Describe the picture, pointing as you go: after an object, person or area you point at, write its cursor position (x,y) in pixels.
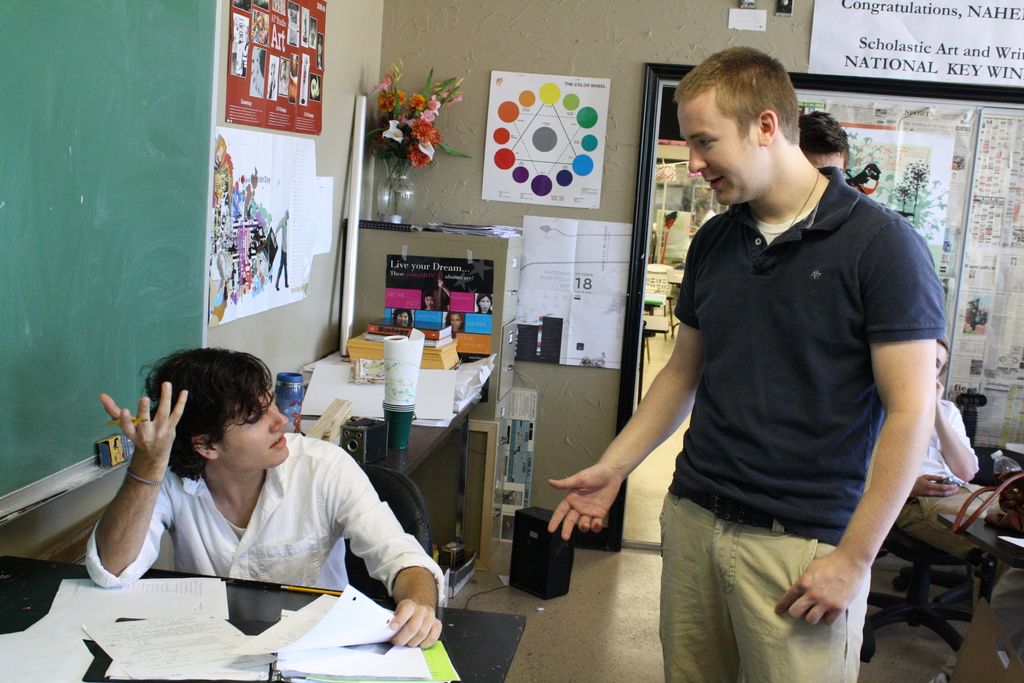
On the left (264,575) there is a person (278,513) sitting on the chair (396,496), in front of him there is a table (261,627), on the table (159,654) there are papers (180,662) and there are board (153,187), posters (239,200), table (385,370), papers (333,366), flower vase (396,126) and many other objects (363,138). At the center of the picture (619,349) there are people (798,237), door (637,340), chairs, posters (883,163) and other objects (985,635). On the right (1007,540), there are table (995,536), bottle (1002,469) and other objects (990,495). In the center of the background (682,223) there are chairs (667,282), people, glass window (702,198) and posters (673,244).
